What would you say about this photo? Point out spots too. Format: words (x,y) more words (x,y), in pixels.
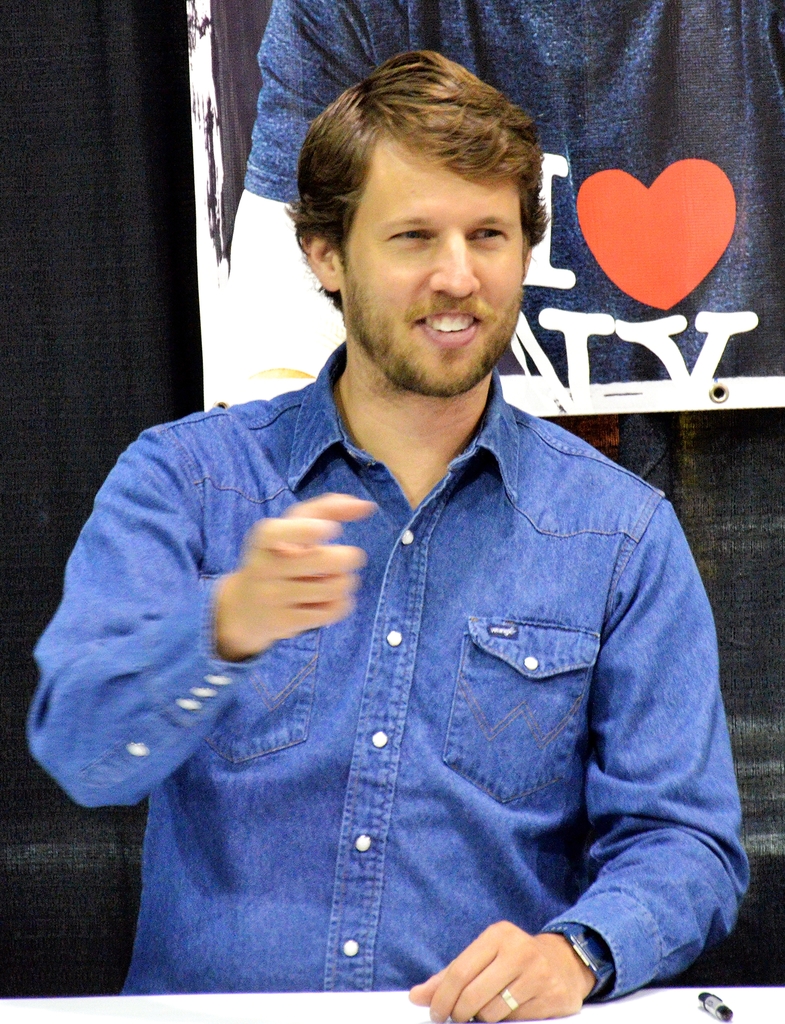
In this image there is a person (402,380) sitting in front of the table (686,1004). On top of the table (661,1009) there is a pen (710,1009). Behind him there is a banner (556,147).
